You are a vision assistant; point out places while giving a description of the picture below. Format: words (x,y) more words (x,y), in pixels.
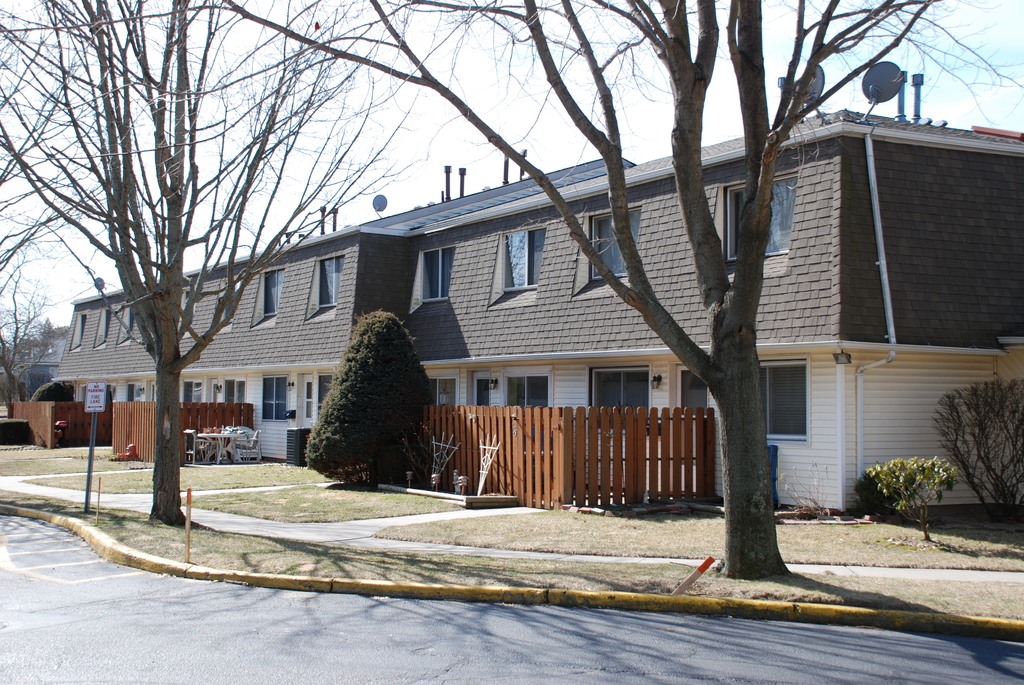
In this image there is a road (286,642) at the bottom (382,660). In the middle (525,340) there is a building (410,325). In front of the building (543,388) there are tall trees (392,364). At the top of the building (979,135) there are dish antennas (872,86) and small poles (463,178). In front of the building (419,352) there is a wooden fence (567,463).
